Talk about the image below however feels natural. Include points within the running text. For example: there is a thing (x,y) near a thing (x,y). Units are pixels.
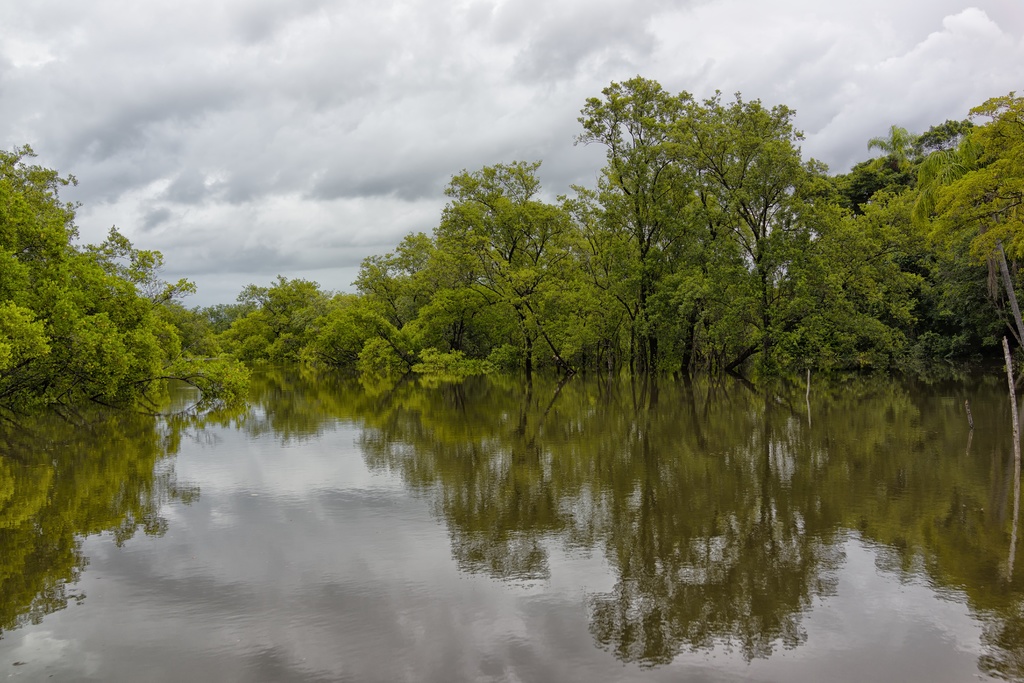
In this image I can see the water (450,527) and few trees (694,316) around the water (495,457). In the background (139,246) I can see the sky (251,126).
